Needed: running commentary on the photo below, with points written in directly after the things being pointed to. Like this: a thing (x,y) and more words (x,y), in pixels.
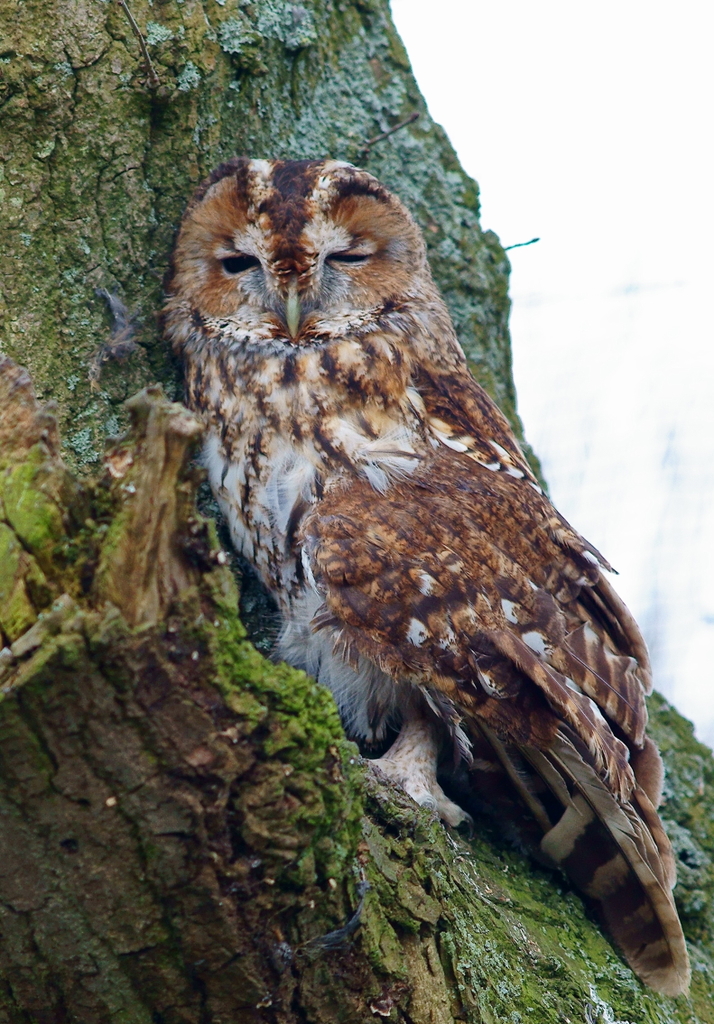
In this image we can see an owl (377,483) on the branch (351,840) of a tree (197,18).
